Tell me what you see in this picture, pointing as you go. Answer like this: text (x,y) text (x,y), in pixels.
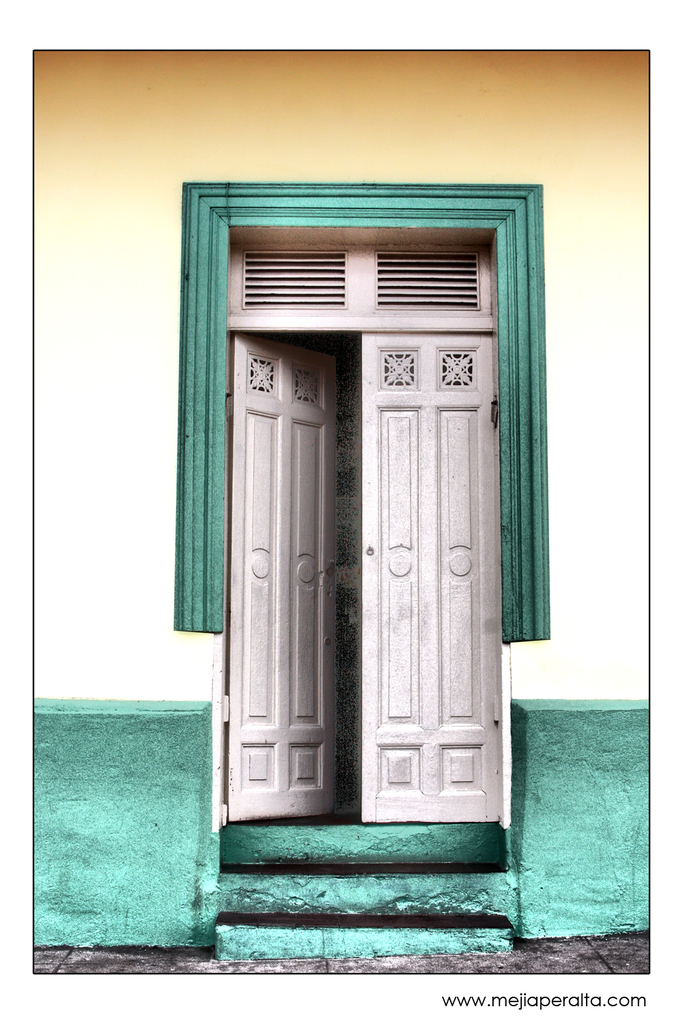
In this image we can see there is a wall (563,753). There are doors (382,564) and stairs (360,918).
